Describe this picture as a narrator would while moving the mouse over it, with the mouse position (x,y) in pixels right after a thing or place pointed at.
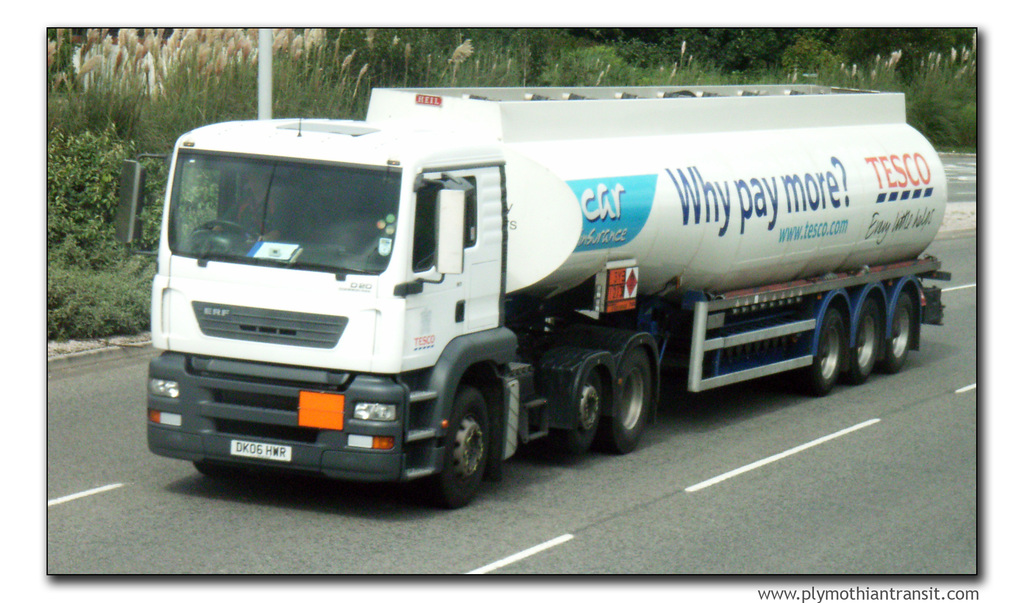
There is a truck (500,284) on the road (711,500). On the truck (733,192) there is something written. In the back (246,102) there are plants (589,75), trees (633,59), and a pole (262,44). And a person (265,204) is sitting in the truck (247,226).
